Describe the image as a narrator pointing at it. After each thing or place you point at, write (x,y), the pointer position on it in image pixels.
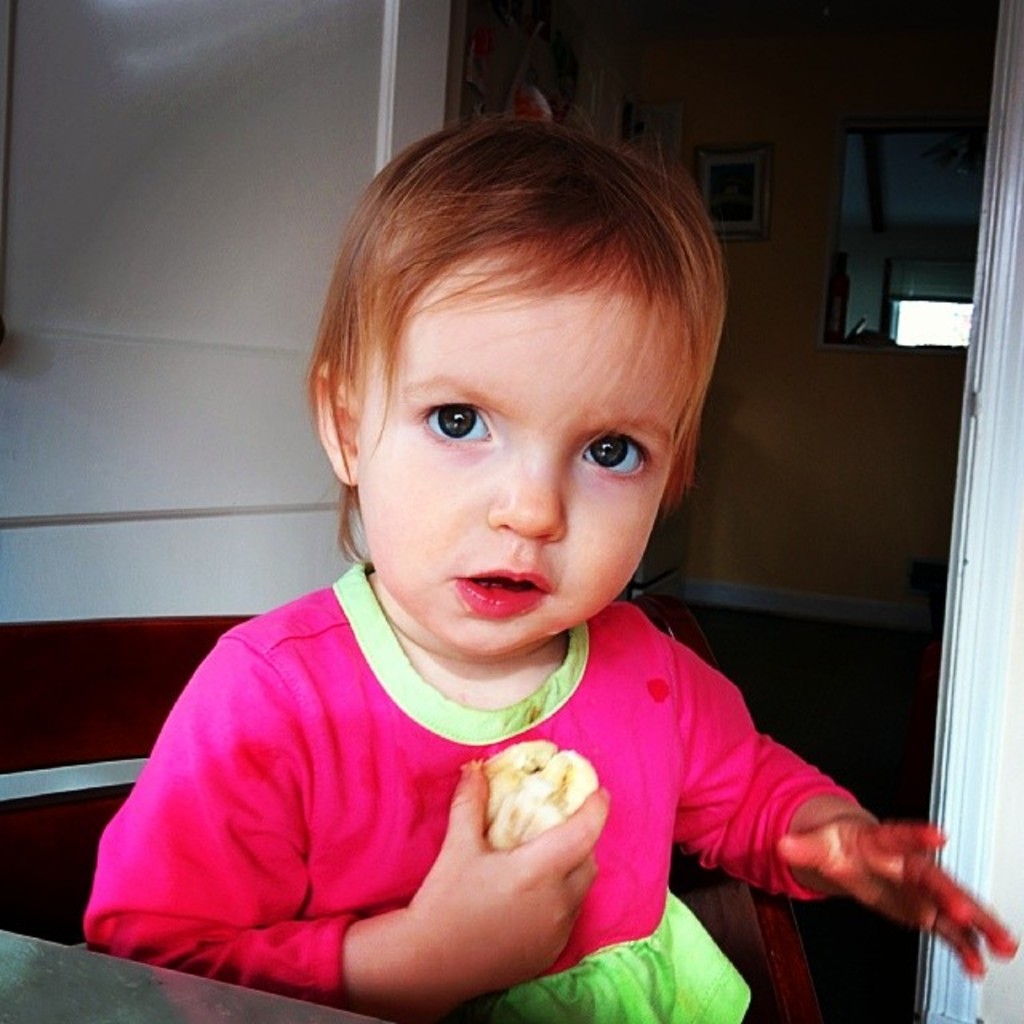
In this image I can see a kid (491,729). In the background (823,50), I can see the wall (807,253).
